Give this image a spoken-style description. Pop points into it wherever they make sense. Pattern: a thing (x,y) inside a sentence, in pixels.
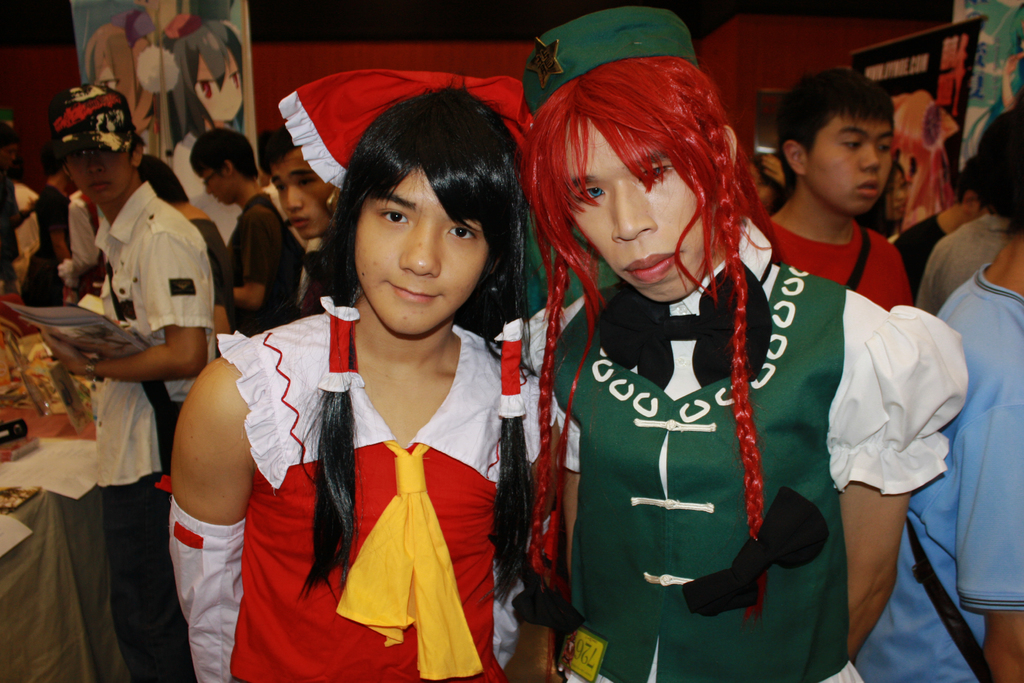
In front of the picture, we see two men (523,385) wearing the costumes (465,399) are standing. They are posing for the photo. Behind them, we see many people (131,177) are standing. The man (125,147) on the left side (131,294) who is wearing the white shirt (151,280) is holding a book (131,328) or a file (62,308). In front of him, we see a table (57,515) on which papers (48,474), glasses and some other things (59,380) are placed. In the background (256,67), we see a red wall (825,39) and boards (233,56) in different colors.
